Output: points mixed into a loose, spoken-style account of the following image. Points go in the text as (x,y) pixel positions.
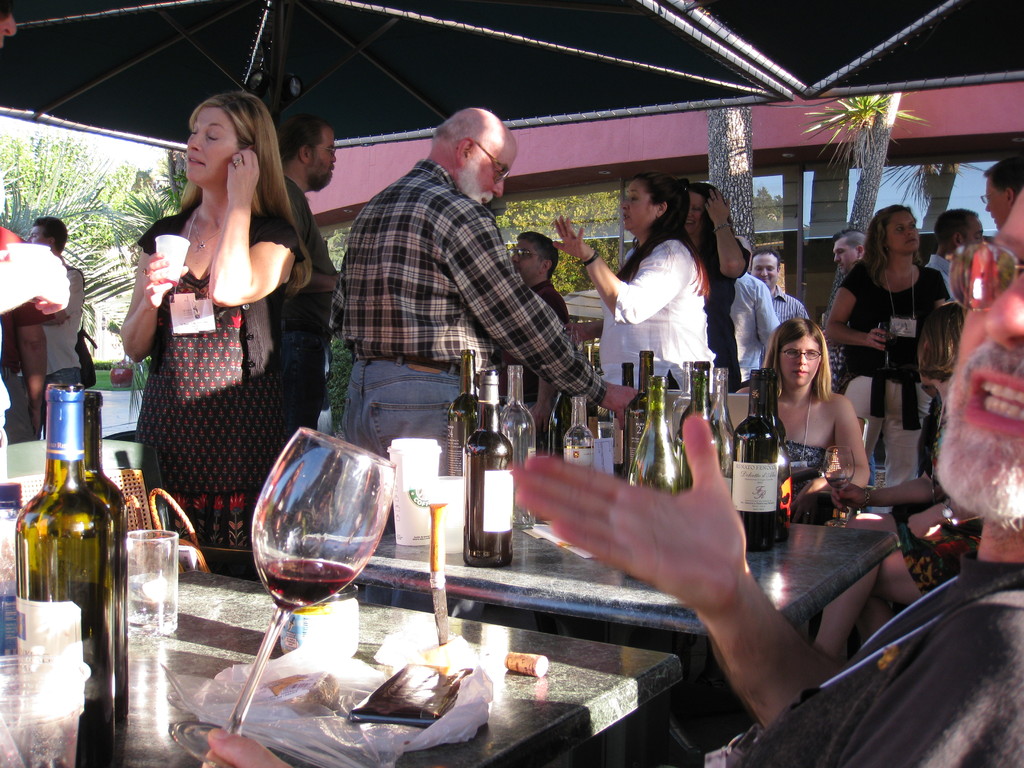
In this image, we can see a group of people (611,407). Few people (428,335) are standing. On the right side of the image (969,746), we can see people (980,738) are sitting. At the bottom of the image (804,611), we can see table (457,764). On top of that there are so many bottles (2,578) and things (443,697) are placed. Here we can see few people (621,383) are holding some objects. Background (333,390) there are so many trees (859,194), glass object (770,208), wall (653,158) and tent (444,96).
